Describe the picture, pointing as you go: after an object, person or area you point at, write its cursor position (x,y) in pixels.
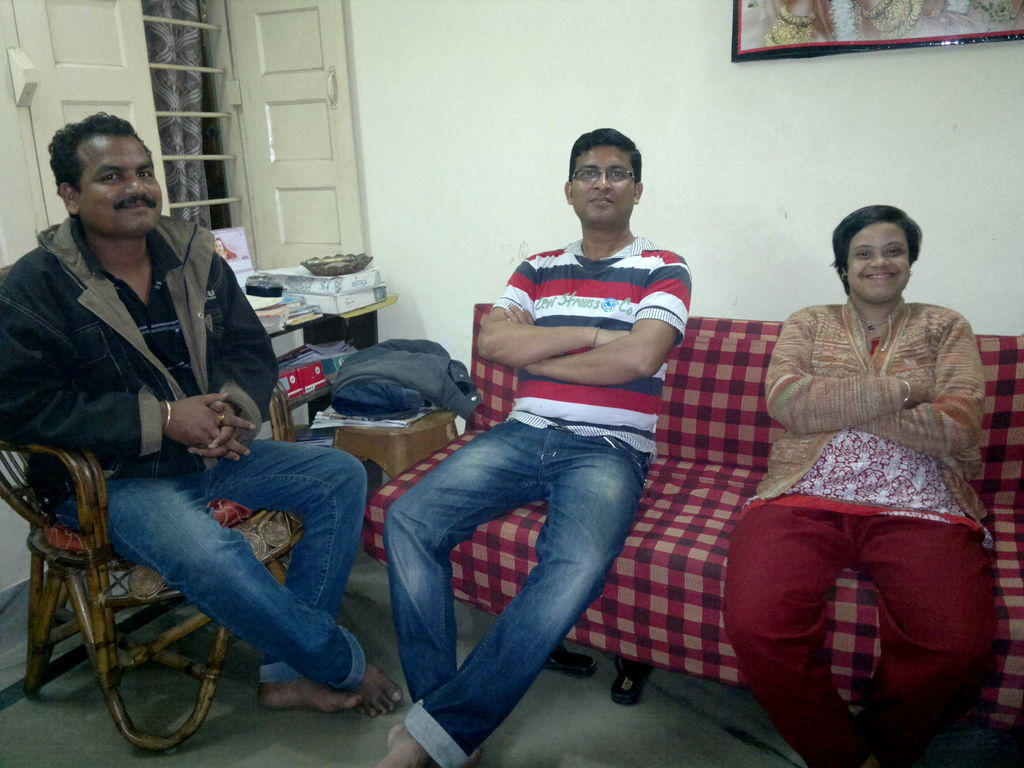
In this image I can see three people (580,372) sitting. To the left (305,306) there are some objects (294,375) on the table (328,394) and a window (199,157) and there is a frame (901,45) to the wall (680,107).
